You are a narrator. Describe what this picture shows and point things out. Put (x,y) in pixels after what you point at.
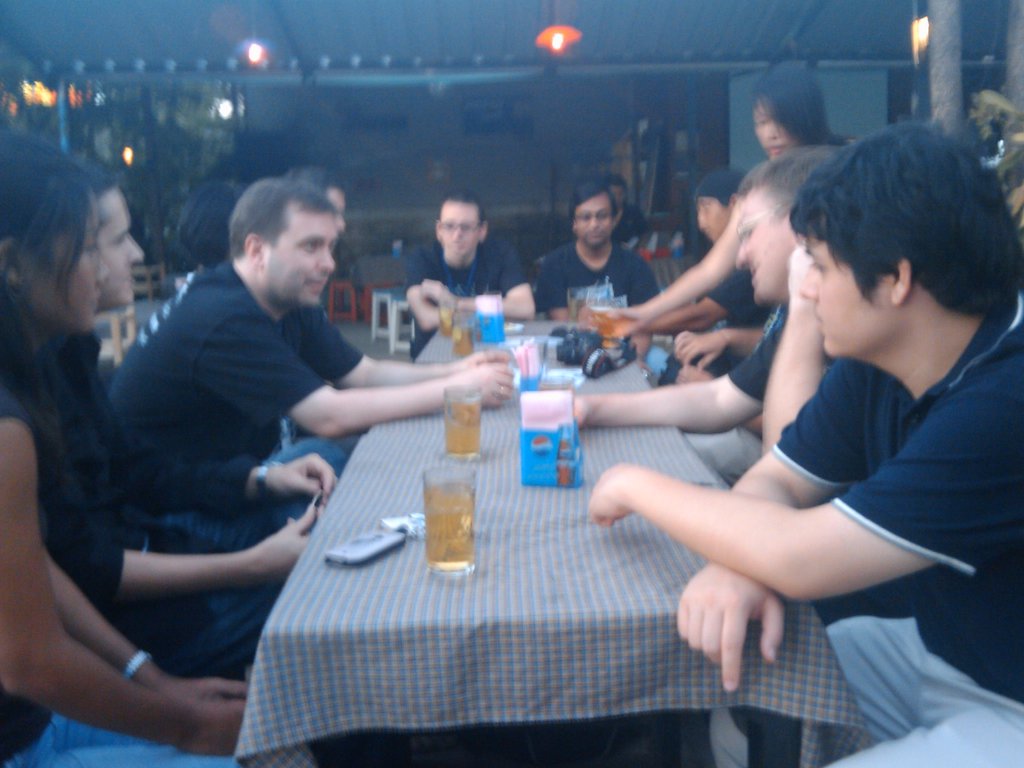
There are some people (213,392) sitting around a table (398,558) in their chairs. On the table (430,584), there are some glasses (442,529), mobile phones (350,546), tissues (535,399), straws (530,367) and some cameras (566,354) here. In the background (556,84) there is a light (564,40) and a wall (427,153) here.
